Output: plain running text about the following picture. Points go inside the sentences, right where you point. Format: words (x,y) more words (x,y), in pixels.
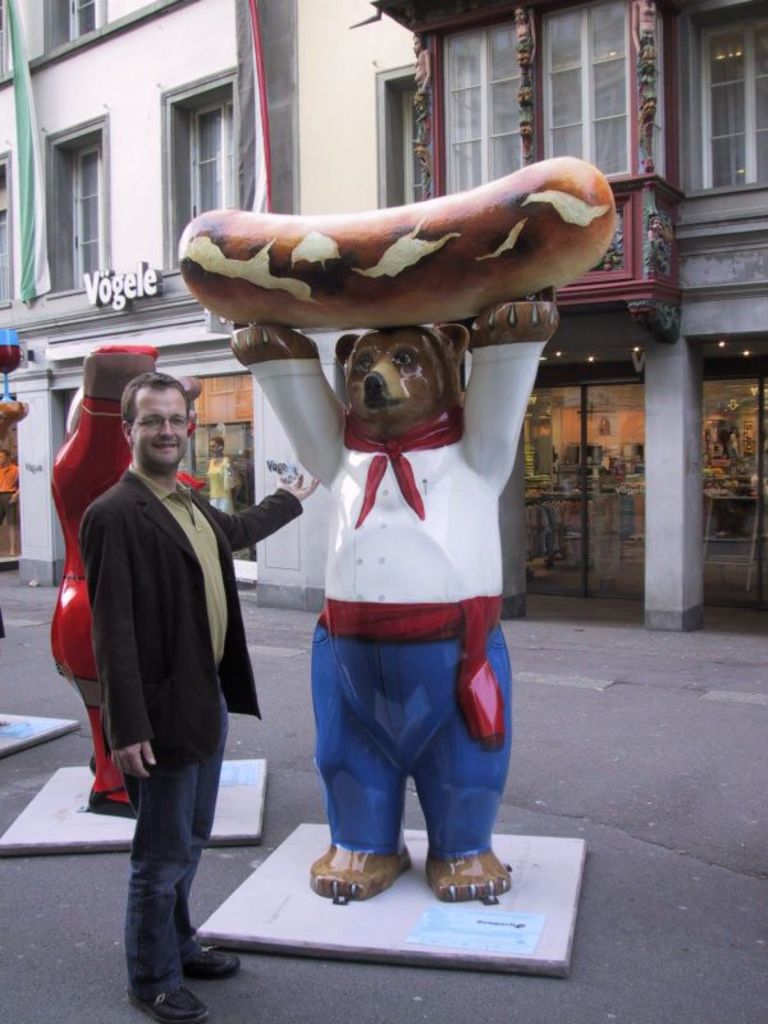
In this picture we can see the bear statue (428,541) holding hot dog (219,255) in the hand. Beside there is a man (144,540) wearing black color suit (150,541) is standing and giving a pose into the camera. Behind there is a building (558,81) with a glass windows (621,471) and some shops (611,471).
